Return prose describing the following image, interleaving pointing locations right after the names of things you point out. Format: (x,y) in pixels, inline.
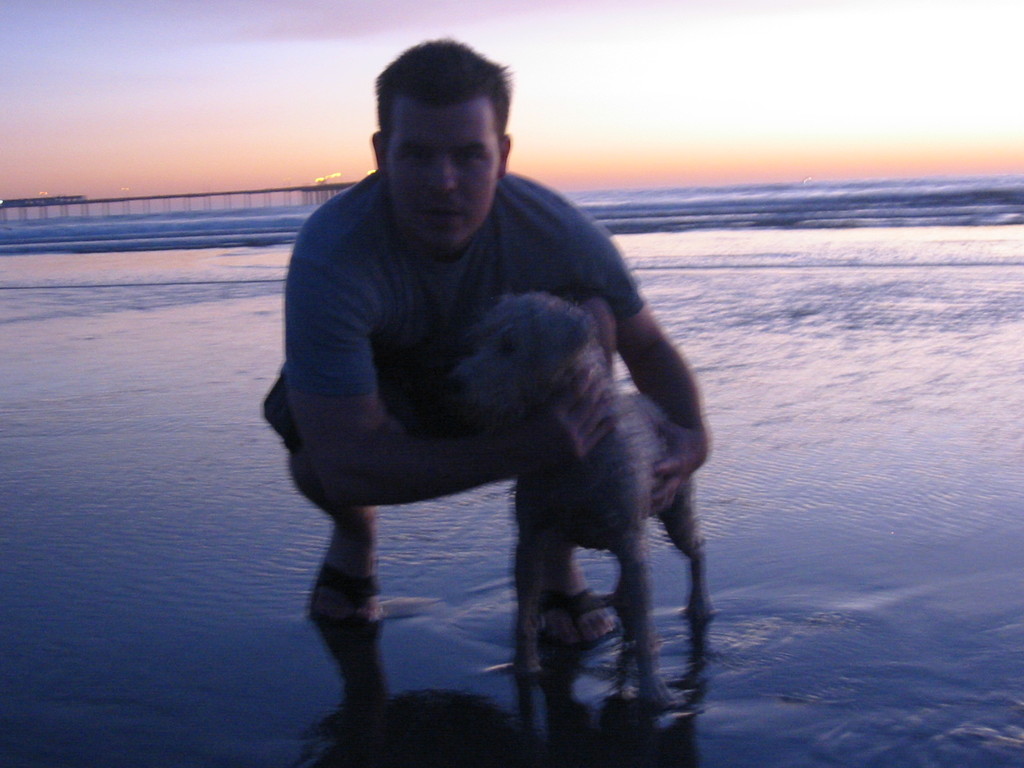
In this image there is a person (441,262) bent down by holding a dog (563,340) beside him is posing for the camera, behind the person (306,252) there is a bridge (249,208) on the water (294,227).
